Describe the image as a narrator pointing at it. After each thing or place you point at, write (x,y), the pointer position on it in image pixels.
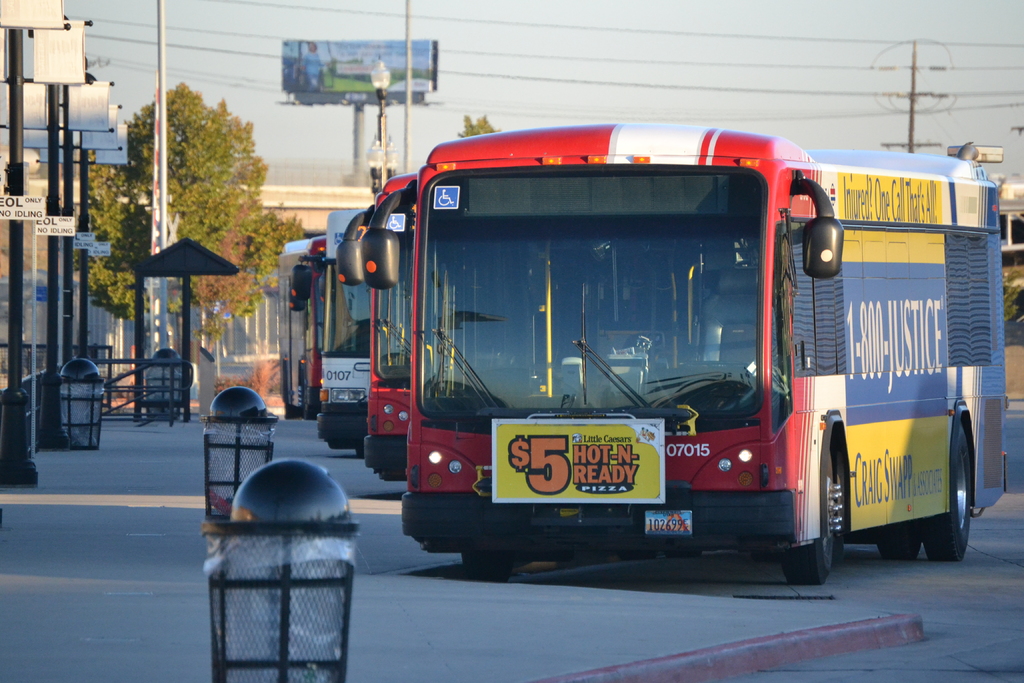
In this image I can see number of buses (581,388) and on the buses (599,346) I can see something is written. I can also see number of dustbins (327,658), few trees (245,245), number of poles (62,263), number of boards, wires (509,75), the sky (564,86) and on these boards (63,230) I can see something is written.
